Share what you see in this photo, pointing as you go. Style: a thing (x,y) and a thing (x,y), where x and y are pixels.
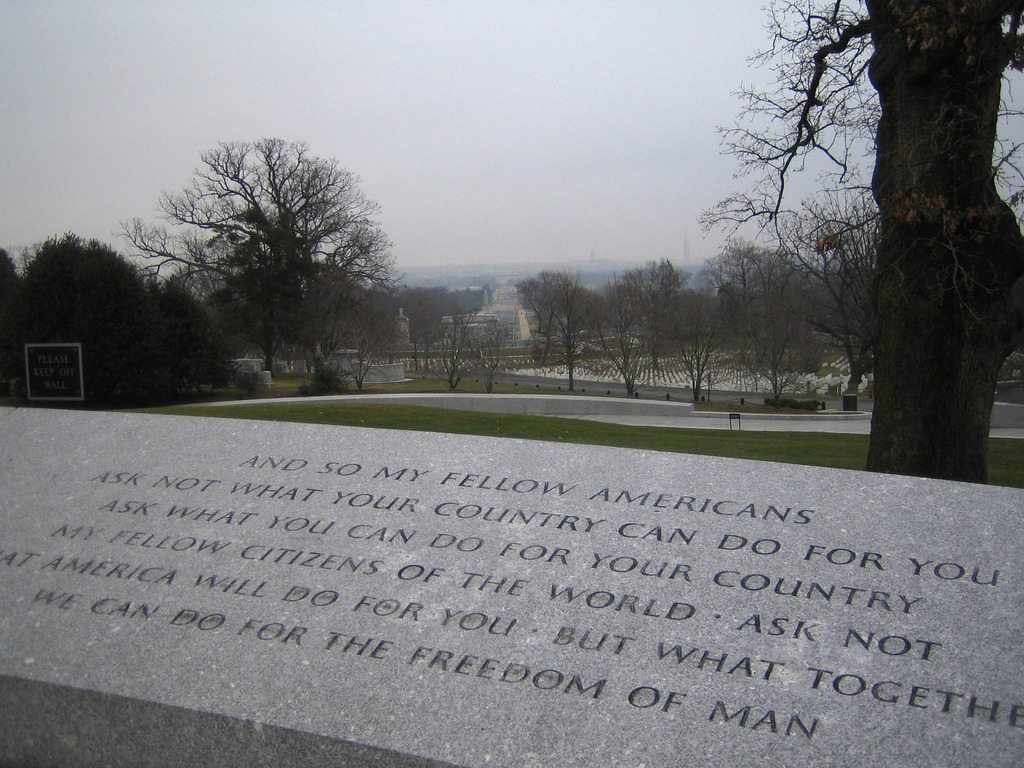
In this image I can see the ash colored surface (235,528) and few words (368,541) written on it, some grass (553,429), few trees (120,360) and a board (80,372). In the background (560,304) I can see few buildings (493,314), few trees (537,290) and the sky (109,204).
